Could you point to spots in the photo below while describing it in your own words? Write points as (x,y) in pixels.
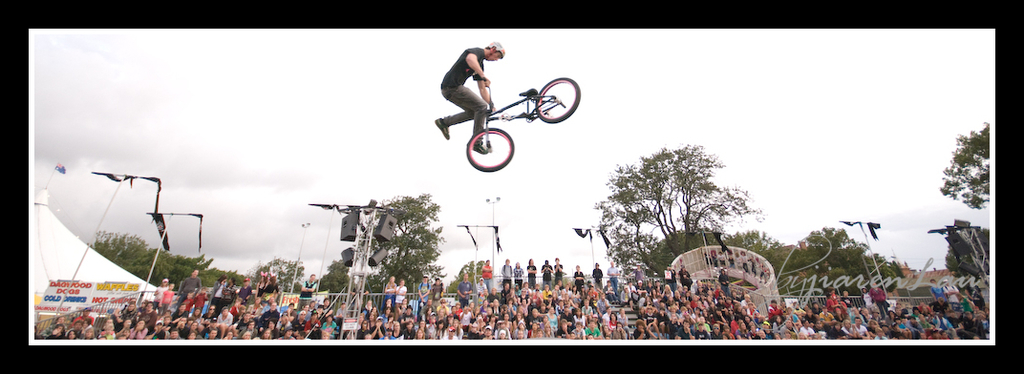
In this image we can see persons (489,319) sitting on the stairs (565,292) and some are standing. In the background (314,222) we can see a person (483,89) doing feats with the bicycle (498,119), iron grills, flags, speakers (350,227), street poles (359,274), street lights (494,219), trees (416,253) and sky (424,190).
